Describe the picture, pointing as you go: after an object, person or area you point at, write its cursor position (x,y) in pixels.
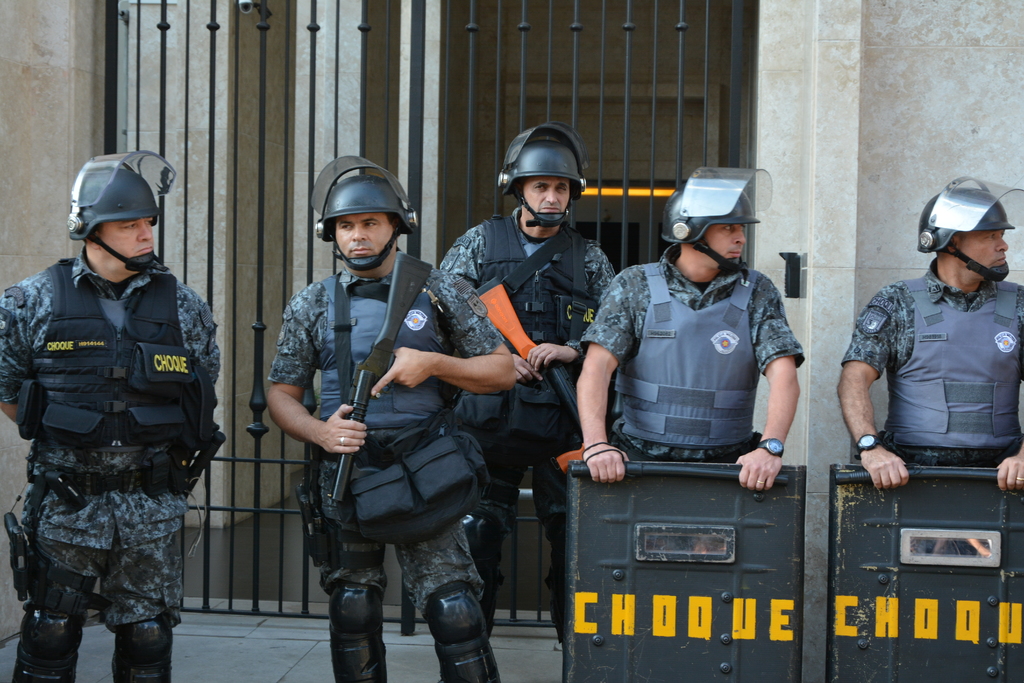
In this image we can see few people (389,442) wearing uniforms (139,371) and helmets (389,195), two of them are holding guns (522,347) and two of them are holding police shields (768,561) and there is a grille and wall (487,92) in the background (360,139).
